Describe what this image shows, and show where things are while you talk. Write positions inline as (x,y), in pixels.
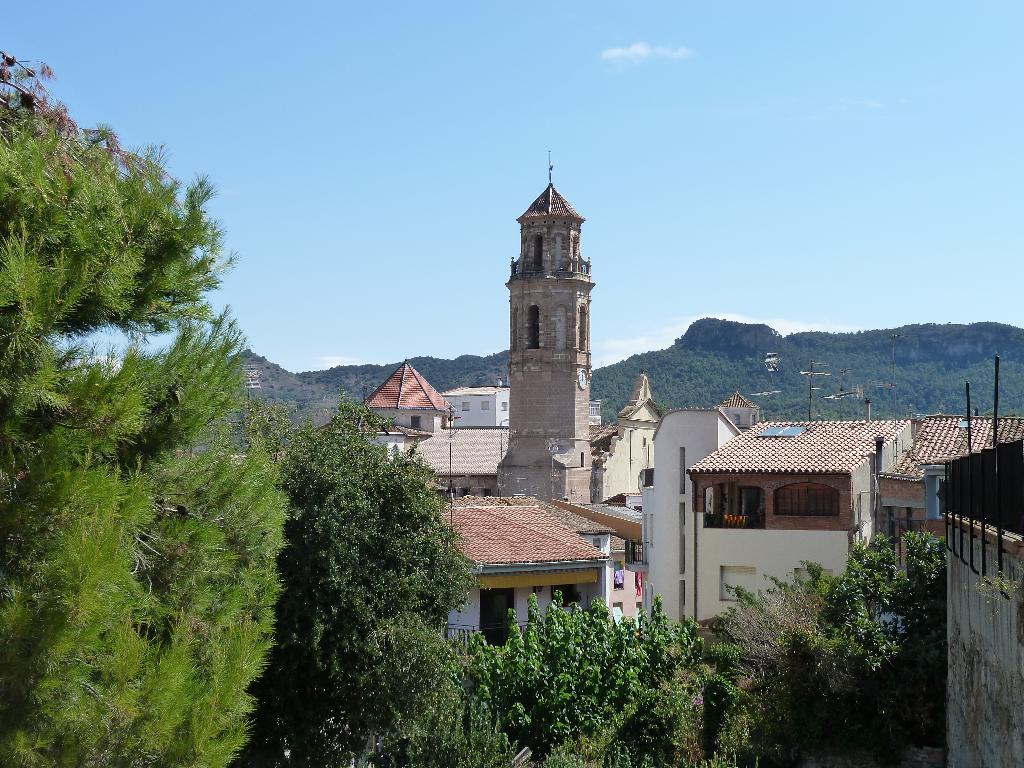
Sky (605,144) is in blue color. Here we can see buildings (667,445) with windows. These are trees (607,648).
